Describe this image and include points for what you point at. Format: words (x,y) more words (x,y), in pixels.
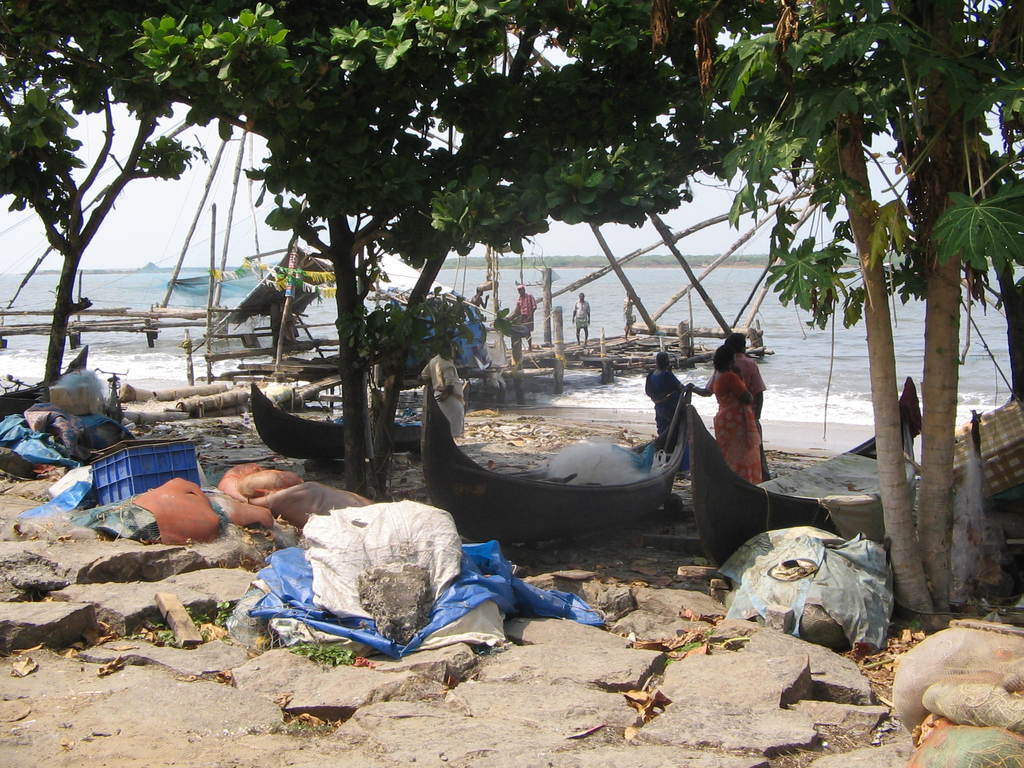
In this image we can see some people (732,369) standing. And we can see the water (782,326). And we can see the boats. And we can see the rocks (797,668). And we can see the sky (192,145) and trees (522,75).
